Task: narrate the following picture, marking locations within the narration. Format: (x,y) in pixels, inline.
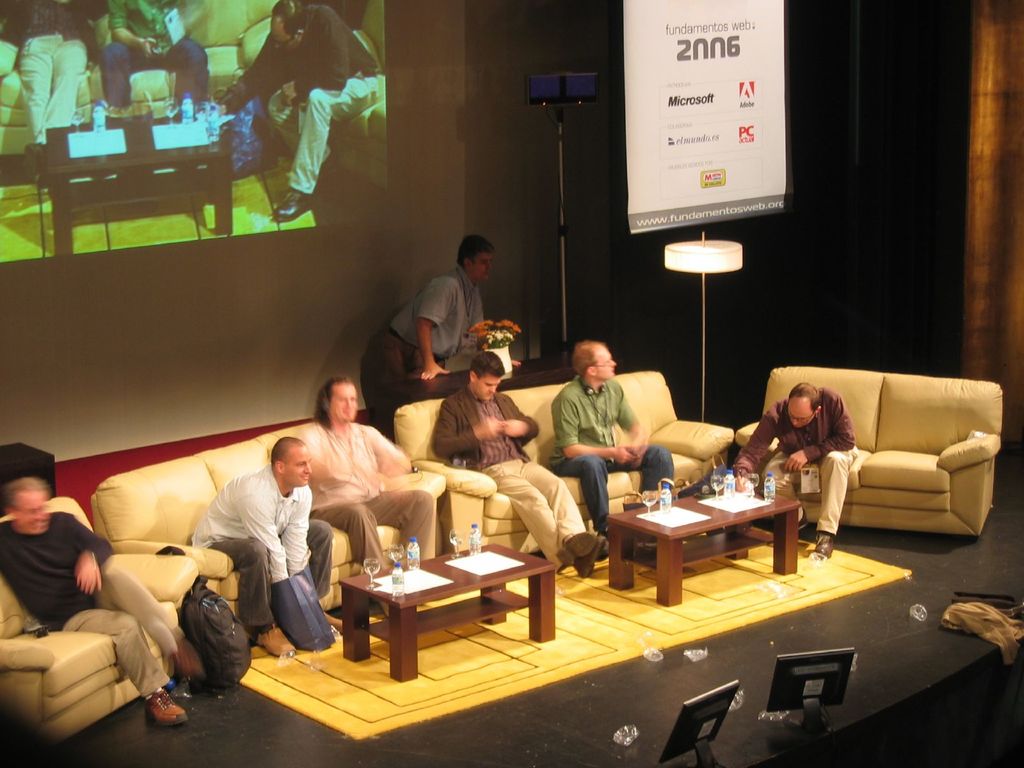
In this image we can see some people (371,463) sitting on a couch (341,576). We can also see two tables (398,619) placed in front of them containing bottles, glasses (376,572) and some papers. we can also see monitors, stand (703,355), lights (737,260), a projector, flower pot (474,334) and a person (455,344) standing beside them.
